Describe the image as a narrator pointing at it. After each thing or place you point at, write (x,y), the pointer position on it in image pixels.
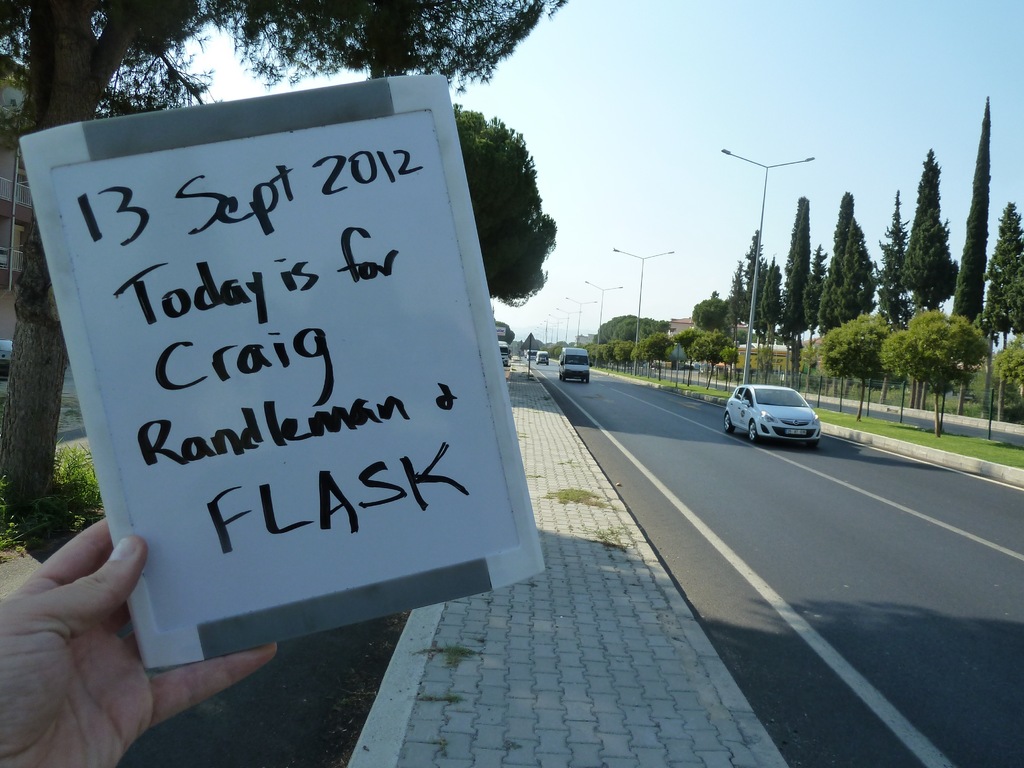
In this image I can see few light poles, few trees (922,289), sky (661,302) and few vehicles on the road (681,473). In front (76,209) I can see the person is holding the board (290,346) and something is written on it.
